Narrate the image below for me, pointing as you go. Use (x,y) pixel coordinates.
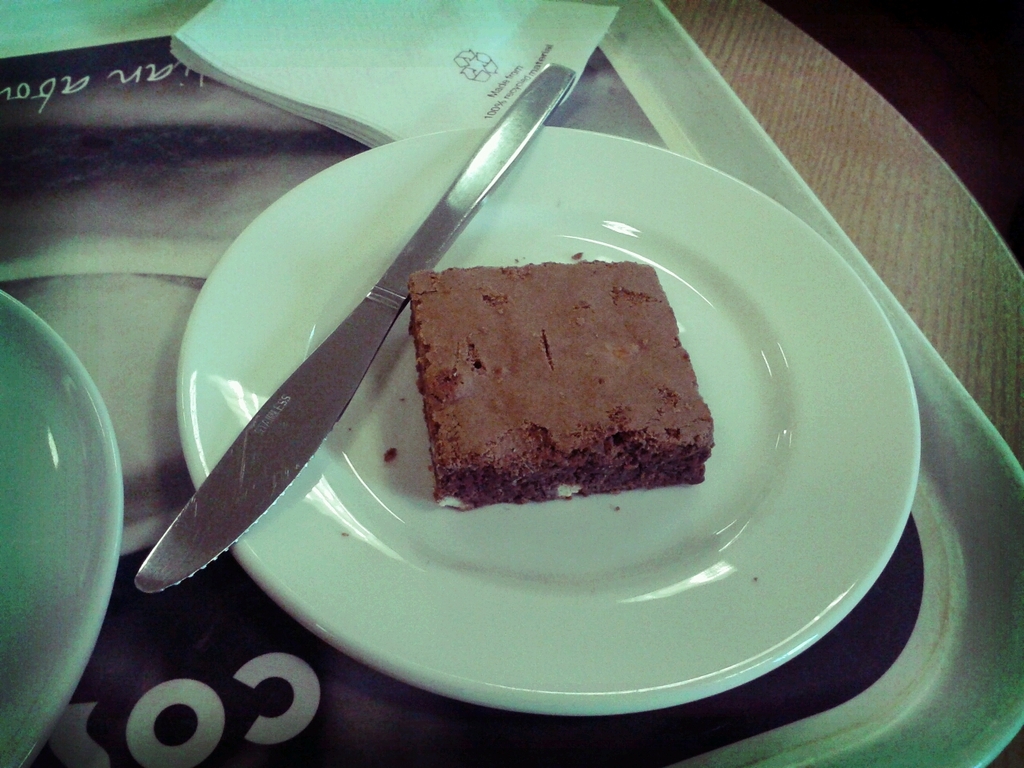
In this image on a tray (848,624) there are two plates (481,534), knife (291,446), tissues (342,82). On the plate (451,261) there is a cake (607,327). The tray (710,122) is kept on a table (853,162).
